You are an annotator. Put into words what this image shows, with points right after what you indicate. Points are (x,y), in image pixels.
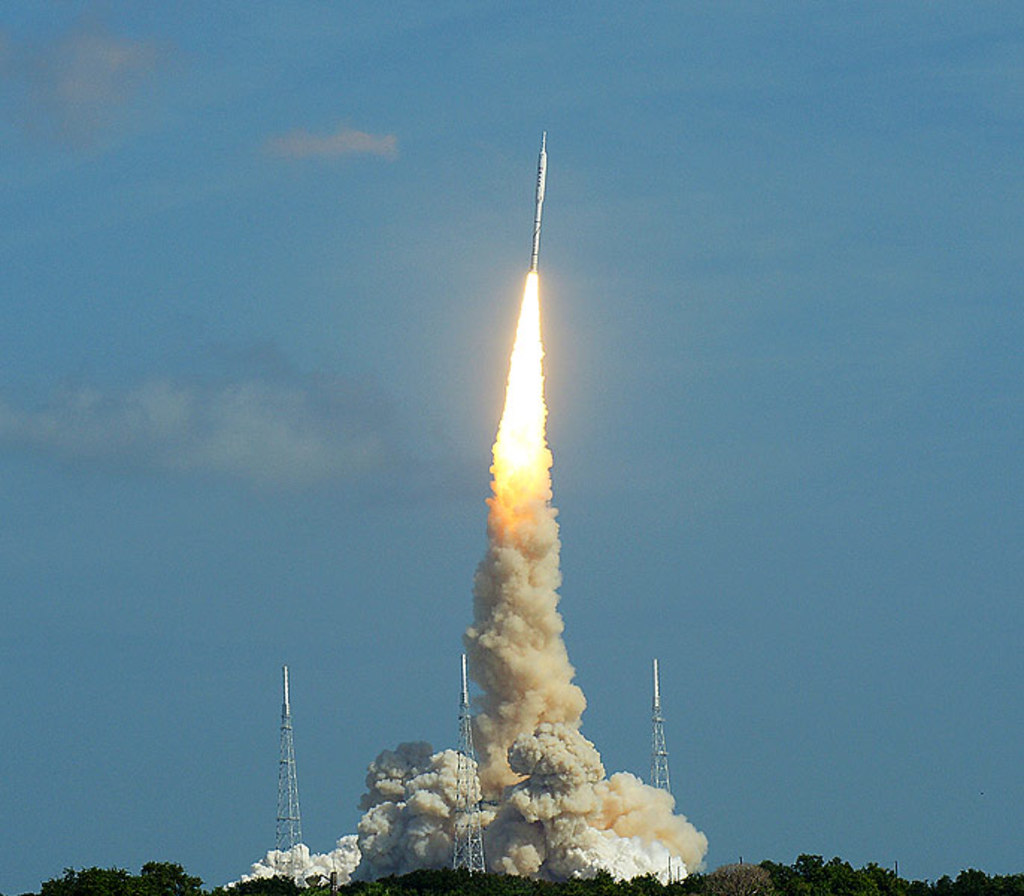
In this image I can see the trees (497,874). I can see the towers (468,785). At the top (540,170) I can see a rocket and clouds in the sky (580,237).
